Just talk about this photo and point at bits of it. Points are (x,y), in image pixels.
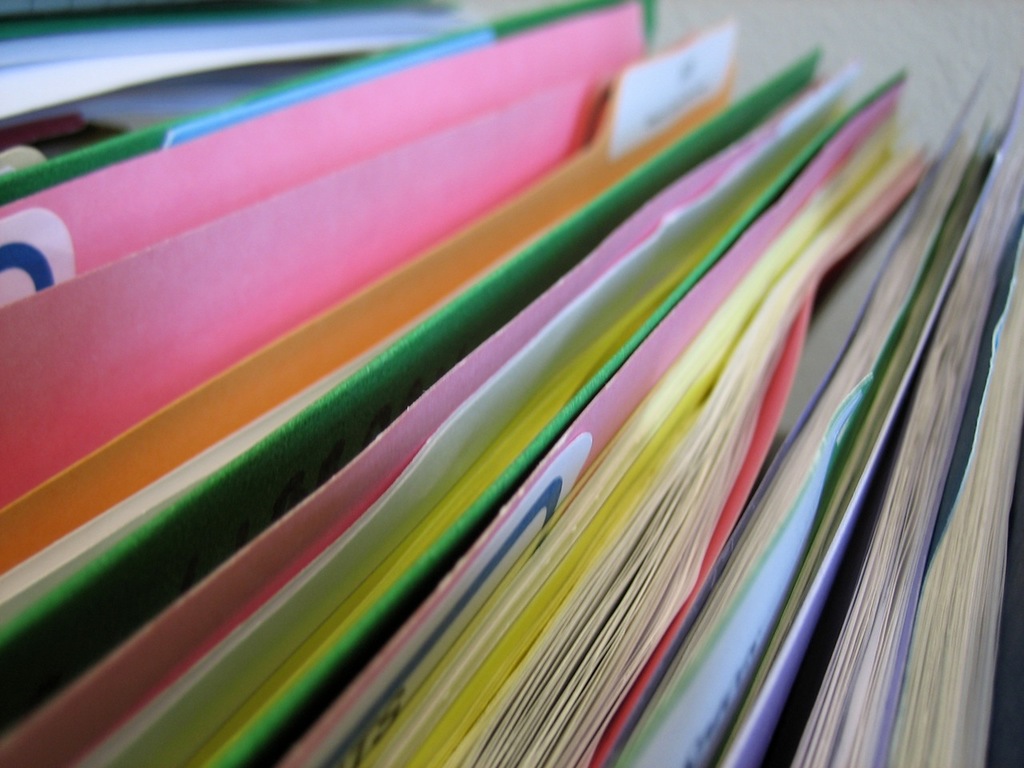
In this image we can see many books (515,399) arranged in the row.
